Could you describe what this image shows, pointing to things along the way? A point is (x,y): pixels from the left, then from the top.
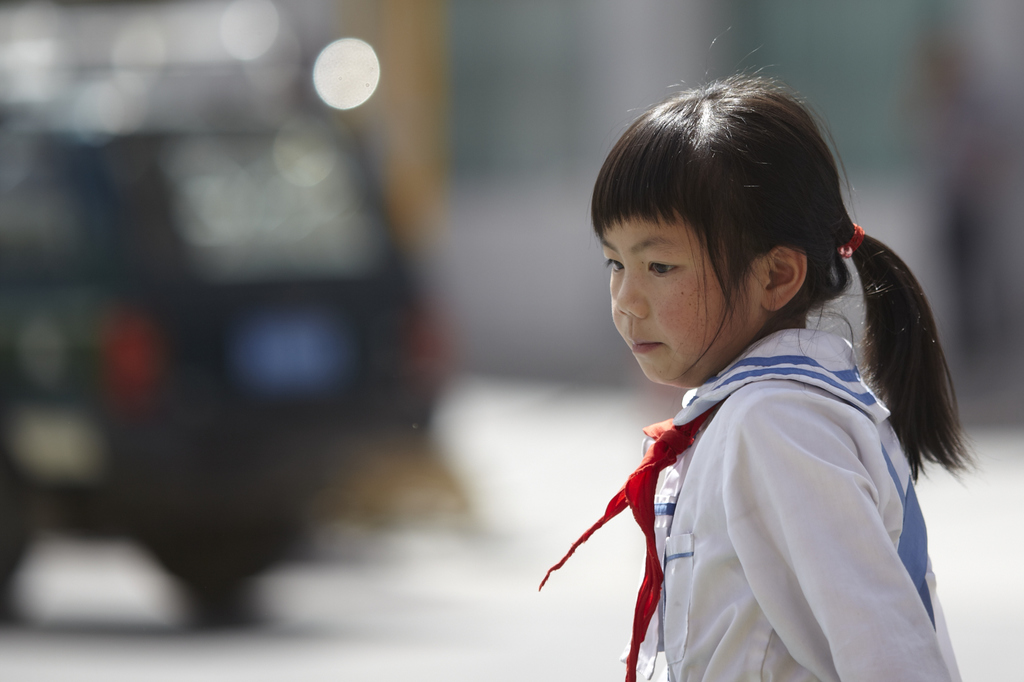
In this picture we can see a girl (775,488) in the front (727,373), on the left side (194,274) there is a vehicle (405,356), we can see a blurry background (901,59) here.
